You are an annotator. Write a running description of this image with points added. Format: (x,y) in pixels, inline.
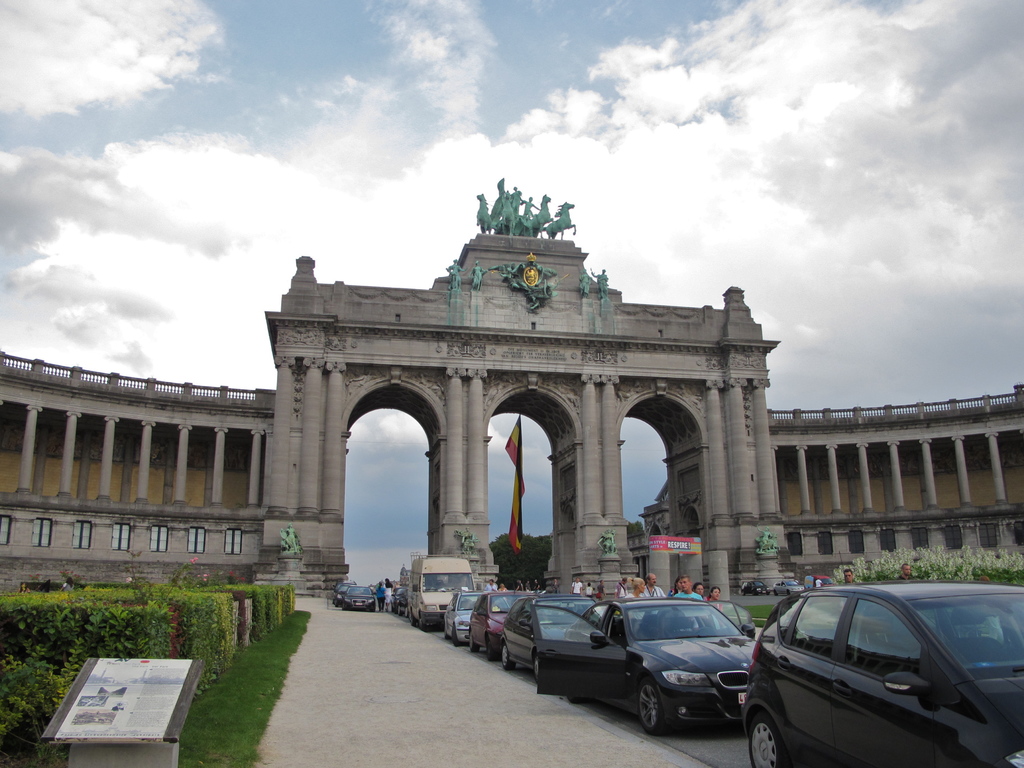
In the image I can see a building (658,531) and vehicles (565,638) on the road (725,741). I can also see people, the grass (270,671), plants (141,630) and other objects (147,659) on the ground (338,617). In the background (371,145) I can flag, the sky (463,167) and sculpture (543,275) on the building (582,355).
